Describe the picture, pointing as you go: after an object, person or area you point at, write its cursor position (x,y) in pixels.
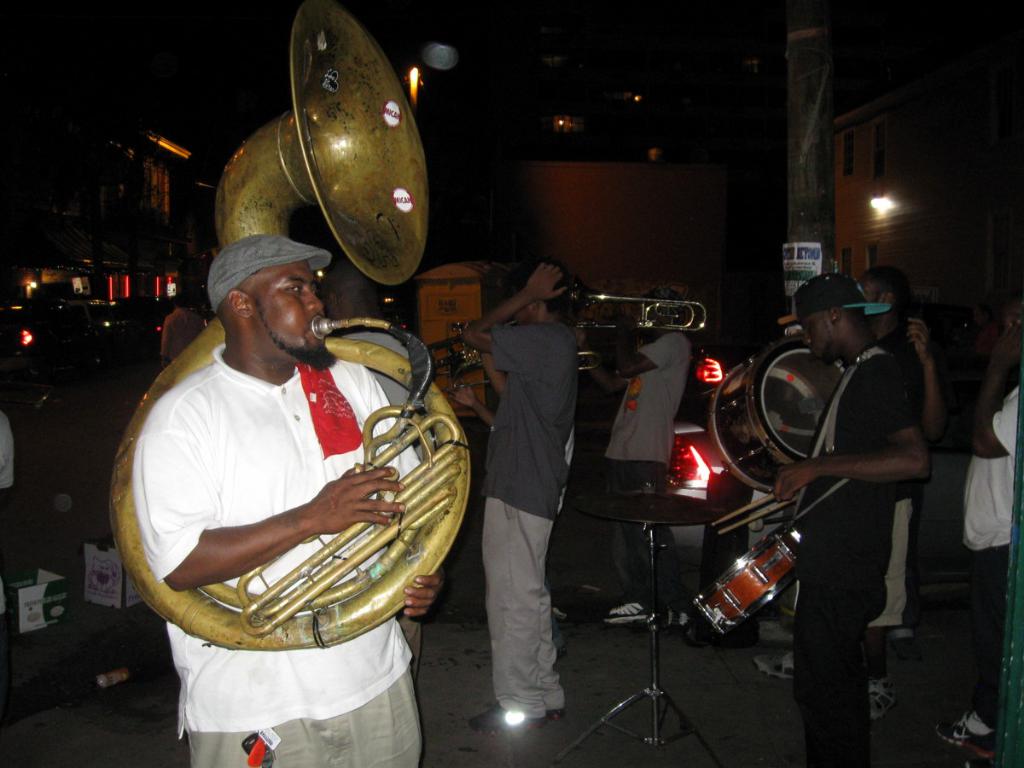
In this image we can see some persons (623,545), musical instruments (126,559) and other objects (127,671). In the background of the image (653,145) there are buildings (62,235), vehicles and other objects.
